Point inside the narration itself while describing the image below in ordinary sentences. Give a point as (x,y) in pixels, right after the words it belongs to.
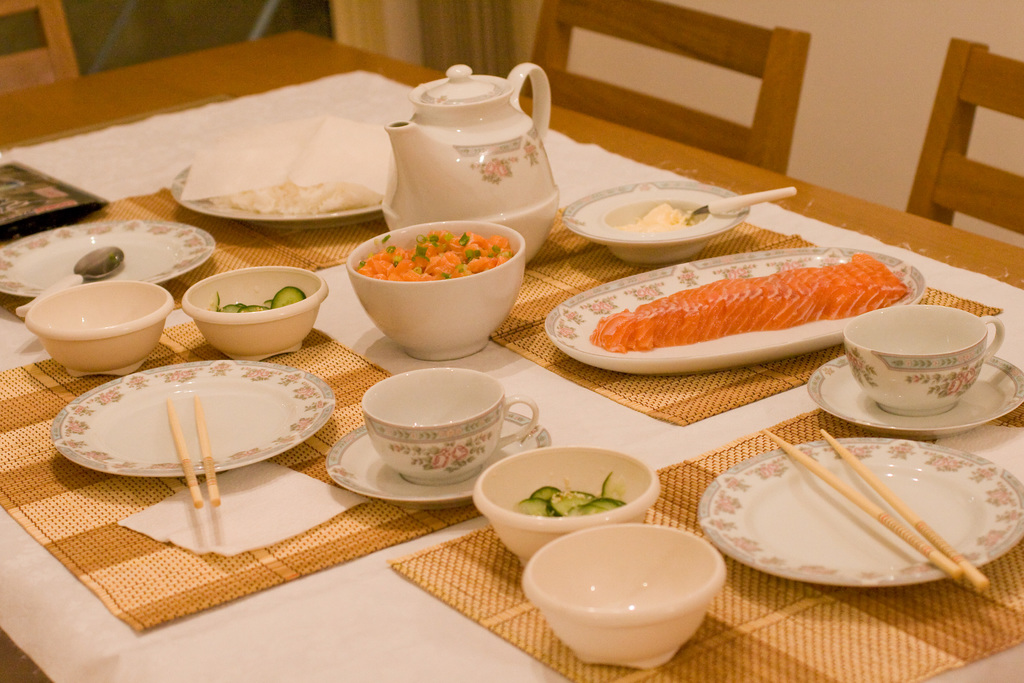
In this picture there are three chairs (646,108) and there food (873,265) in the plate (648,285), there is more food (435,274) in this bowl (453,305) and here and there is a plate (943,478) with chopsticks (858,469), a kettle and some of food (319,191) kept in the plate (208,200) here and In the background (868,84) there is a wall (852,62).
